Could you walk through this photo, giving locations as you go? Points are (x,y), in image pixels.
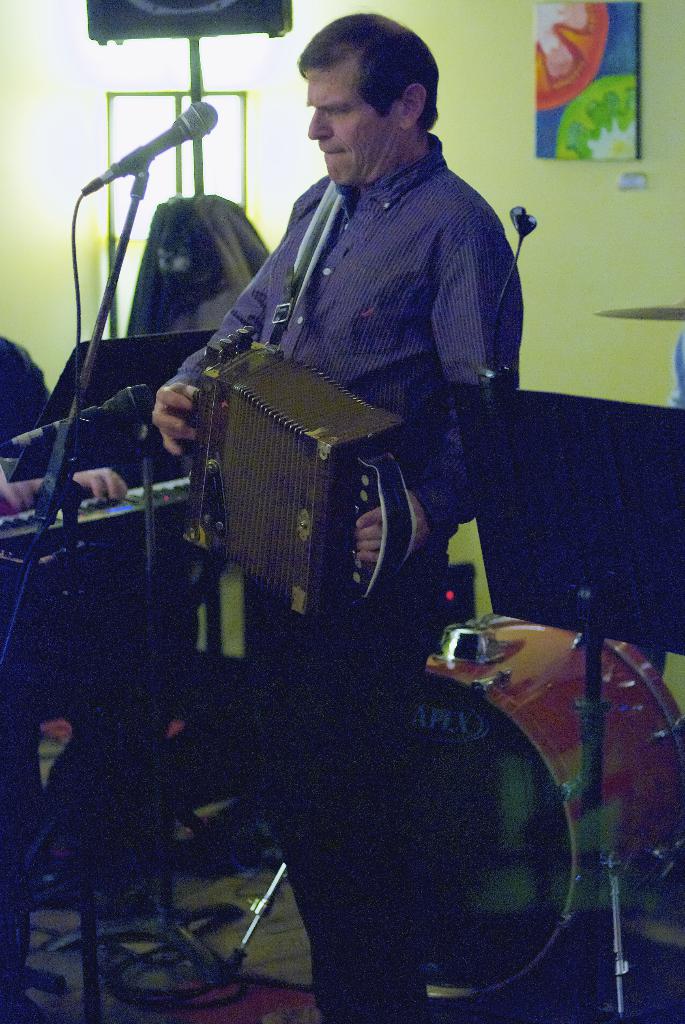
In this image, we can see man (331,659) is playing a musical instrument (309,580). We can see so many musical instrument (503,666) at background (584,669). On left side (27,494), we can see human hands (25,485), bag (192,325). Background (592,91), we can see wall (463,125), some painting (578,94) and a window (226,149).
